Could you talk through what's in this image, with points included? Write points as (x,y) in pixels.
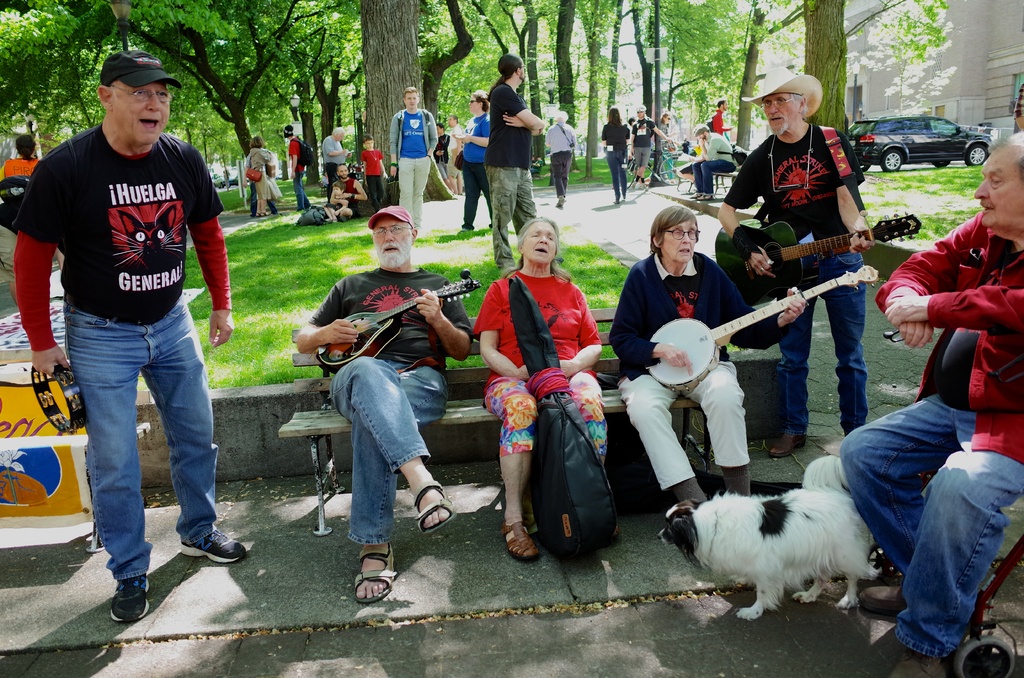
There are many people (120,175) sitting and standing and playing musical instruments (793,267). There is a puppy (761,527) in the front (746,529). Three persons (381,389) are sitting on the bench (315,423) In the back (290,250) there is a grass lawn (293,260). Also there are many people (391,153) sitting and walking on the road (642,193). In the right side (908,135) there is a car (910,141) and a building (944,64). There are many trees (404,88) in the background (345,99). A person (184,157) in the left (125,74) is wearing a cap (156,65).
